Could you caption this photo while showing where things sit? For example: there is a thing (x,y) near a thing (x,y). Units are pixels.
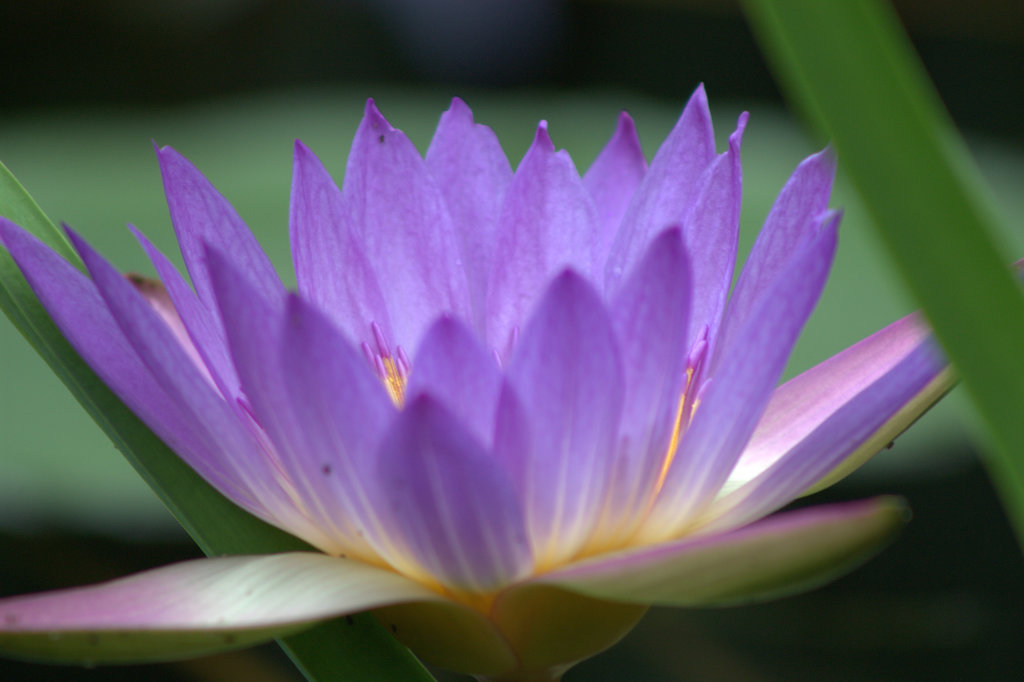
In this image we can see the flower (642,418) and also leaves (190,496).
